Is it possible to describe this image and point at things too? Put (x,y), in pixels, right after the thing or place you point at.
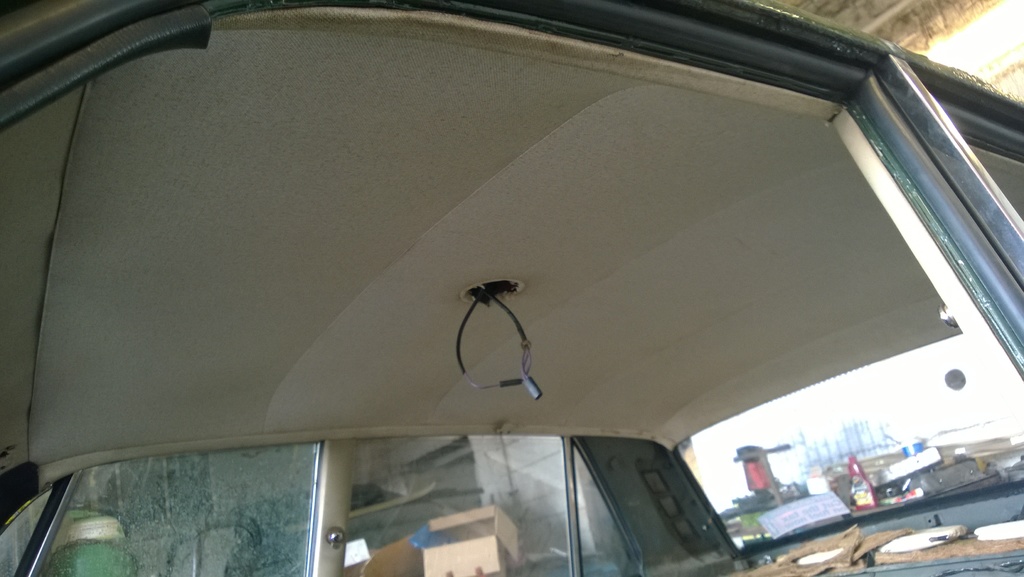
This is an inside view of a vehicle (655,355) and through the window (851,447), we can see some other objects (879,473).
